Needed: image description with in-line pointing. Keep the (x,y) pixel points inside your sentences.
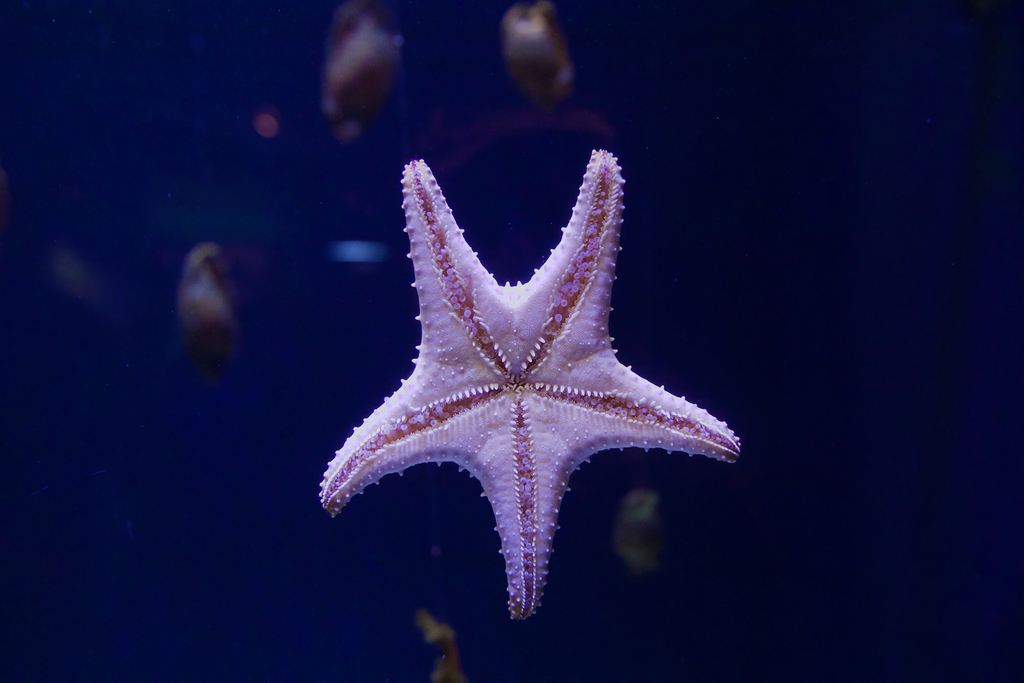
In this picture we can see a starfish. Background (302,407) portion of the picture is blur.
